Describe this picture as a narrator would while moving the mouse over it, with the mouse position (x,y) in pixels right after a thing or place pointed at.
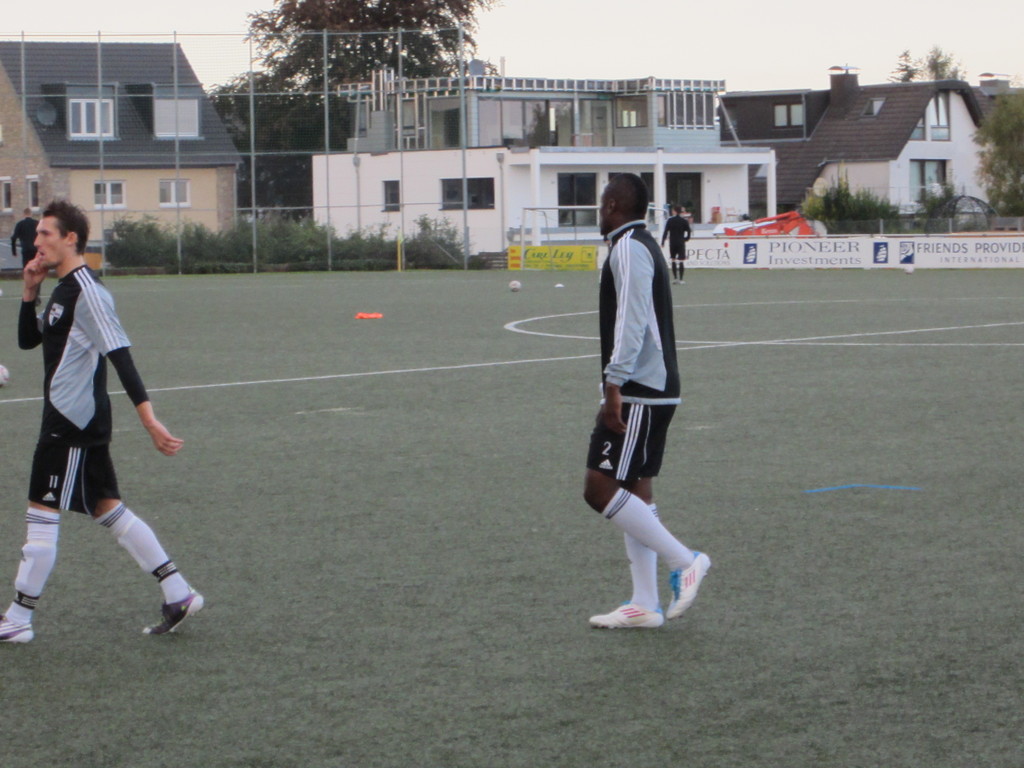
In the image we can see there are many people (625,386) walking, they are wearing clothes (619,332), socks (657,537) and shoes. This is a grass (876,586), white lines (812,337), ball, buildings (758,148), windows (598,128) of the building (592,124), poster (845,242), plants (308,245), fence (304,239), trees (1001,115) and a sky (678,33).
